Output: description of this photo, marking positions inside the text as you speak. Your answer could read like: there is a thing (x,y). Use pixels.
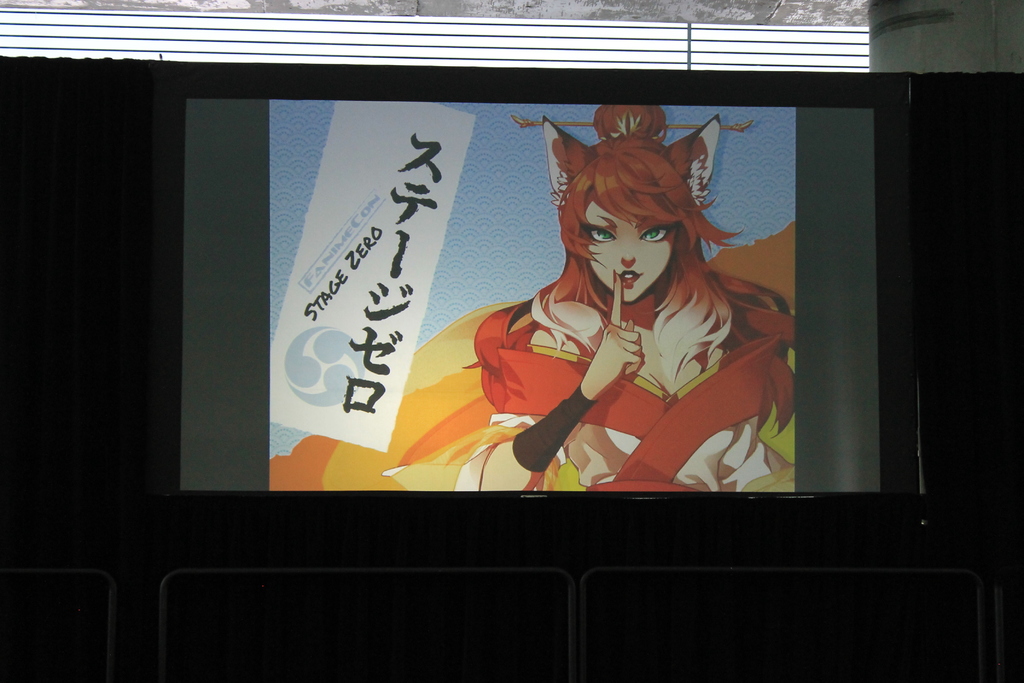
In this picture, it is looking like a poster (764,263) and under the board (222,479) there are barriers (670,568).
